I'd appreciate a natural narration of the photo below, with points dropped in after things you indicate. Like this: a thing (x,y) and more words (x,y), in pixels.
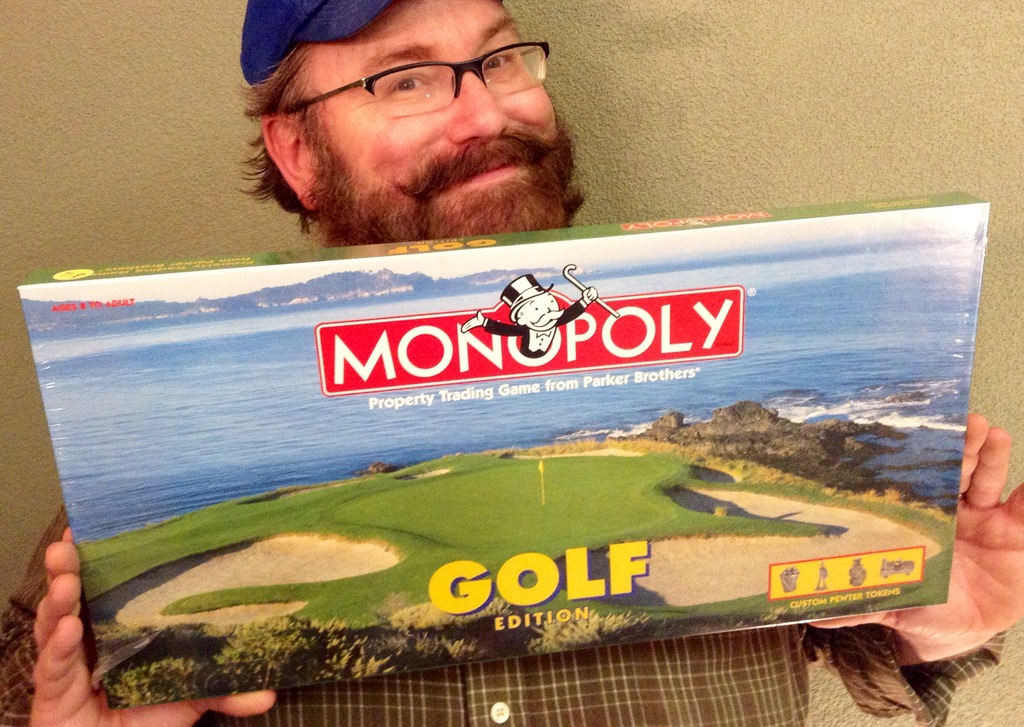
In the image there is a man (406,106) smiling and there is a cap (270,29) on his head (470,183). He is holding an object (276,469) in the hand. On that box (258,577) there are images (273,568) like ground (231,534), water (190,407), hills (445,281) and there is something written on it.
